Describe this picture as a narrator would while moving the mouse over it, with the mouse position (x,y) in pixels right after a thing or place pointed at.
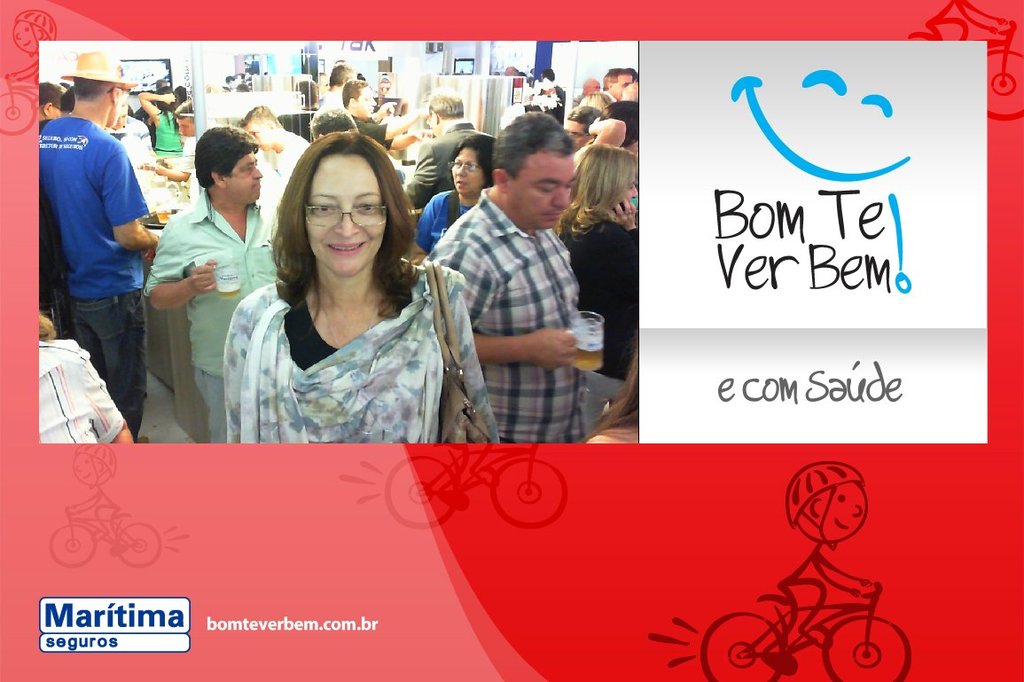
In the image it looks like a poster (290,501), there are some names (239,627) and on the left side (200,49) there is a picture (249,187), in the picture (251,207) there are many people (389,281).
